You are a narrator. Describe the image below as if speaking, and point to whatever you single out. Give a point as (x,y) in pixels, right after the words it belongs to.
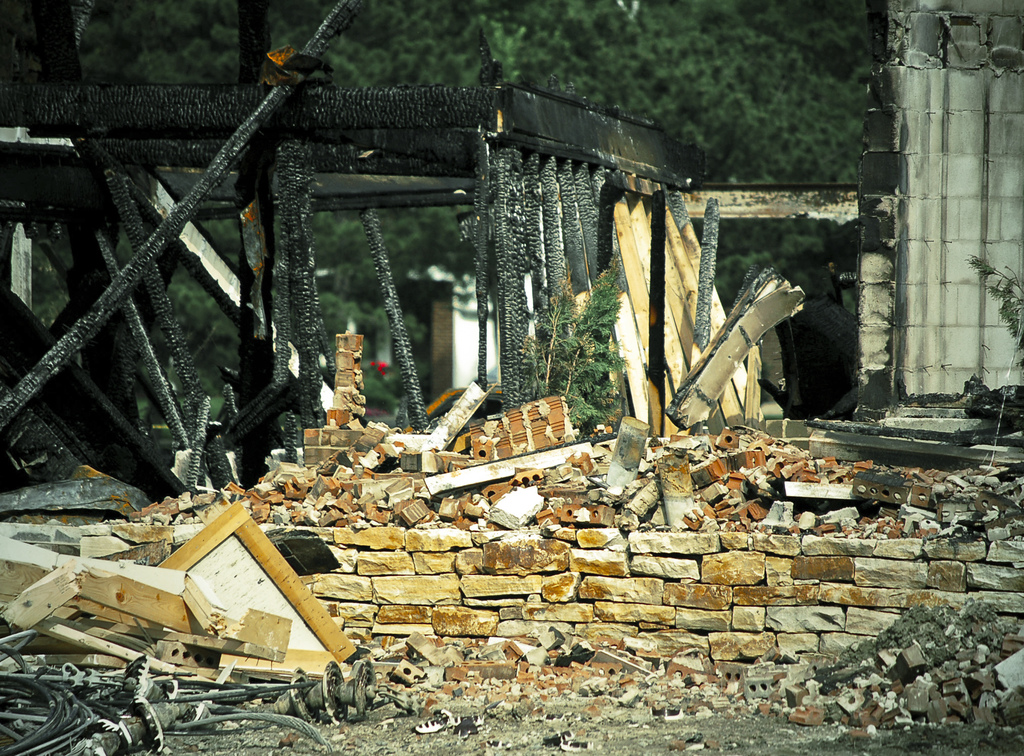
In this image I can see a old house (867,374) and trees (724,292). This image is taken during a day.
